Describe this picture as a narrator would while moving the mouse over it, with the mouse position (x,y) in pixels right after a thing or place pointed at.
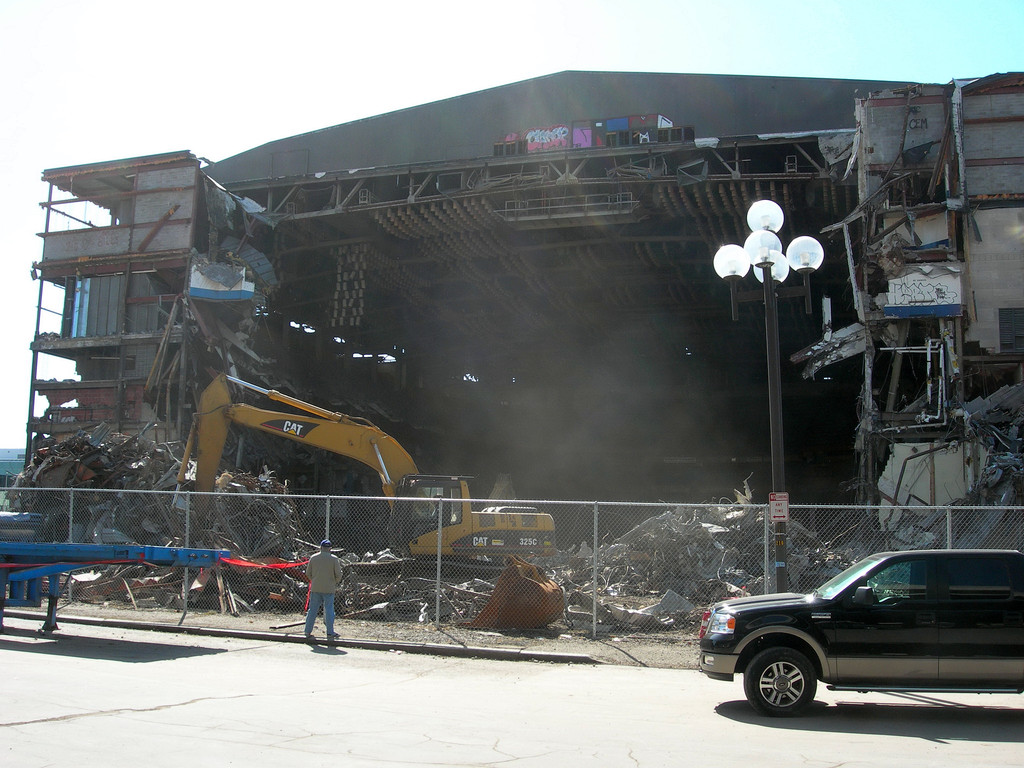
In this picture there is a car (988,629) in the right side of the image (850,595) and there is a boundary (733,553) in the center of the image (346,505), there is a pole (771,316) on the right side of the image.
